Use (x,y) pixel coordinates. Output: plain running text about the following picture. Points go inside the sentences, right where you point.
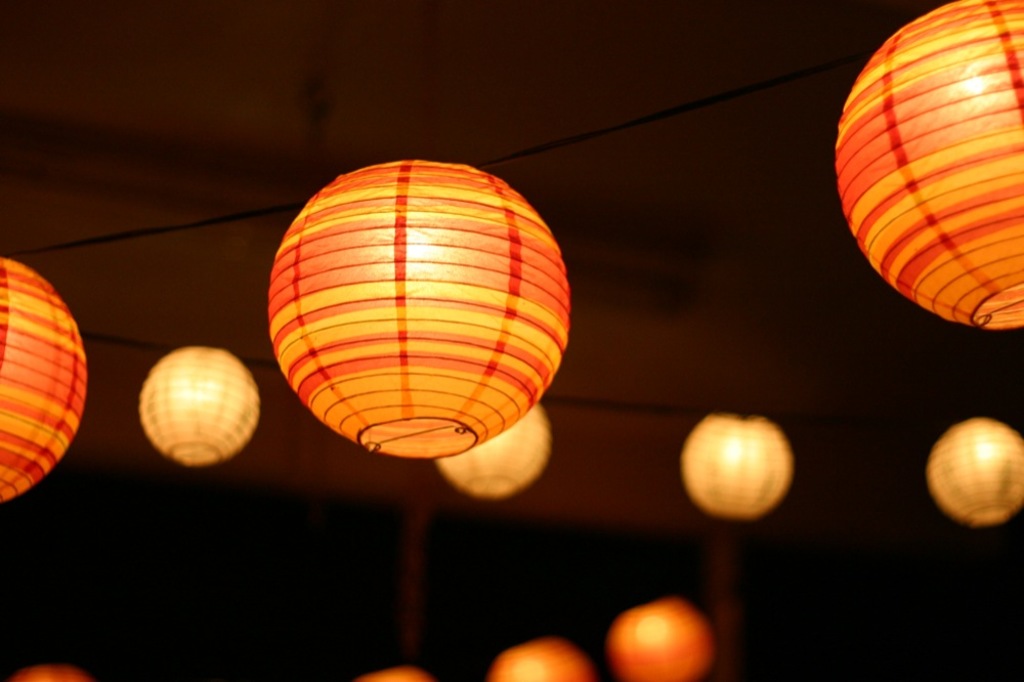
This image consists of many lights (620,647) hanged to the roof (153,290). It looks like balls (438,329). To the top (509,109), there is roof (497,64). The room (564,417) looks too dark.
